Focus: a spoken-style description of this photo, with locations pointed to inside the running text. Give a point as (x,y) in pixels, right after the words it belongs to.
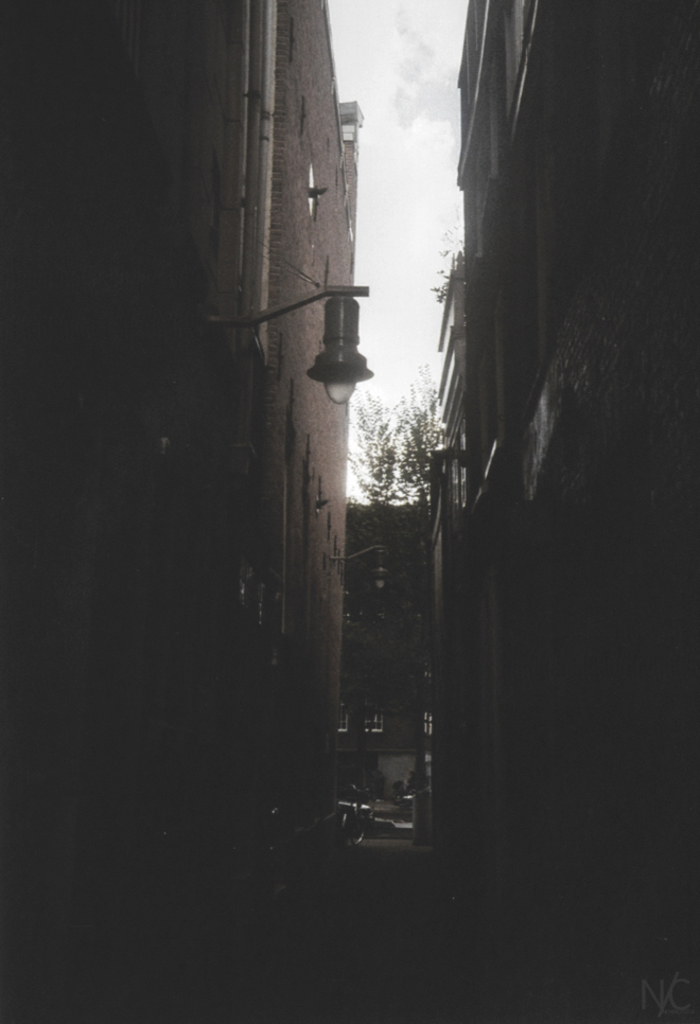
This image is taken outdoors. At the top of the image (392,96) there is the sky (428,177) with clouds (439,206). In the middle of the image (390,524) there is a tree (393,591). On the left (180,403) and right sides of the image there are two buildings (538,601) with walls (281,373) and windows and there is a lamp (333,325).
